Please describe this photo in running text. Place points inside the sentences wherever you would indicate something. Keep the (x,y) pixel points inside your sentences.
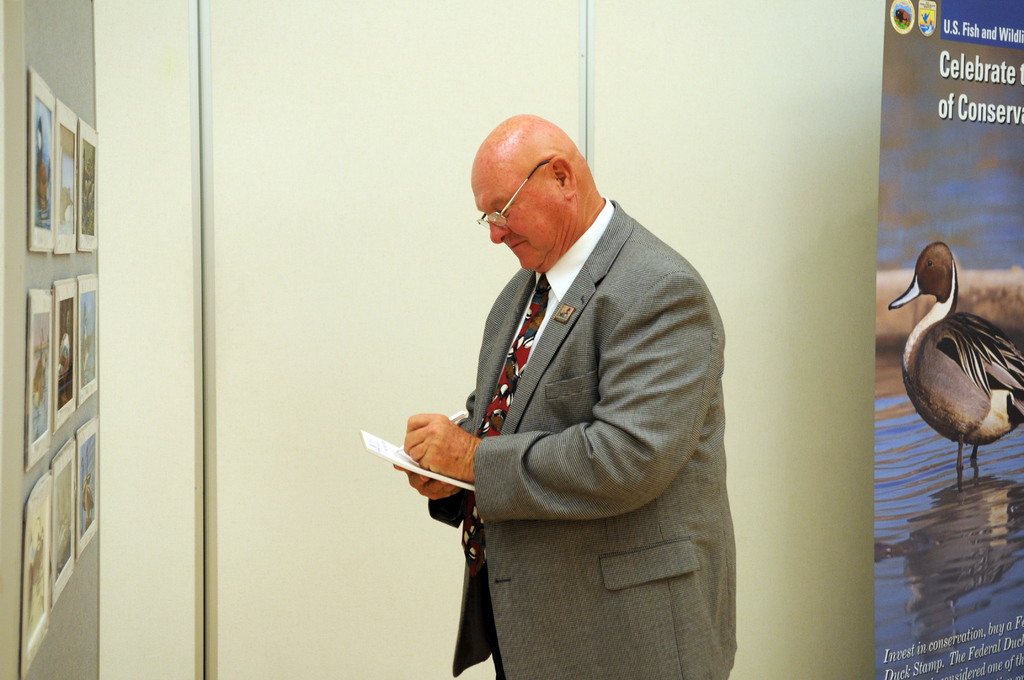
In this image we can see a man (632,331) is standing. He is wearing a coat (588,347), shirt (553,303), tie (513,369) and writing on a book (431,476). In the background (416,163), we can see a wall (798,174). There is a banner (986,103) on the right side of the image (933,502). On the left side of the image (30,329), we can see so many frames (38,78) on the wall (14,389).
